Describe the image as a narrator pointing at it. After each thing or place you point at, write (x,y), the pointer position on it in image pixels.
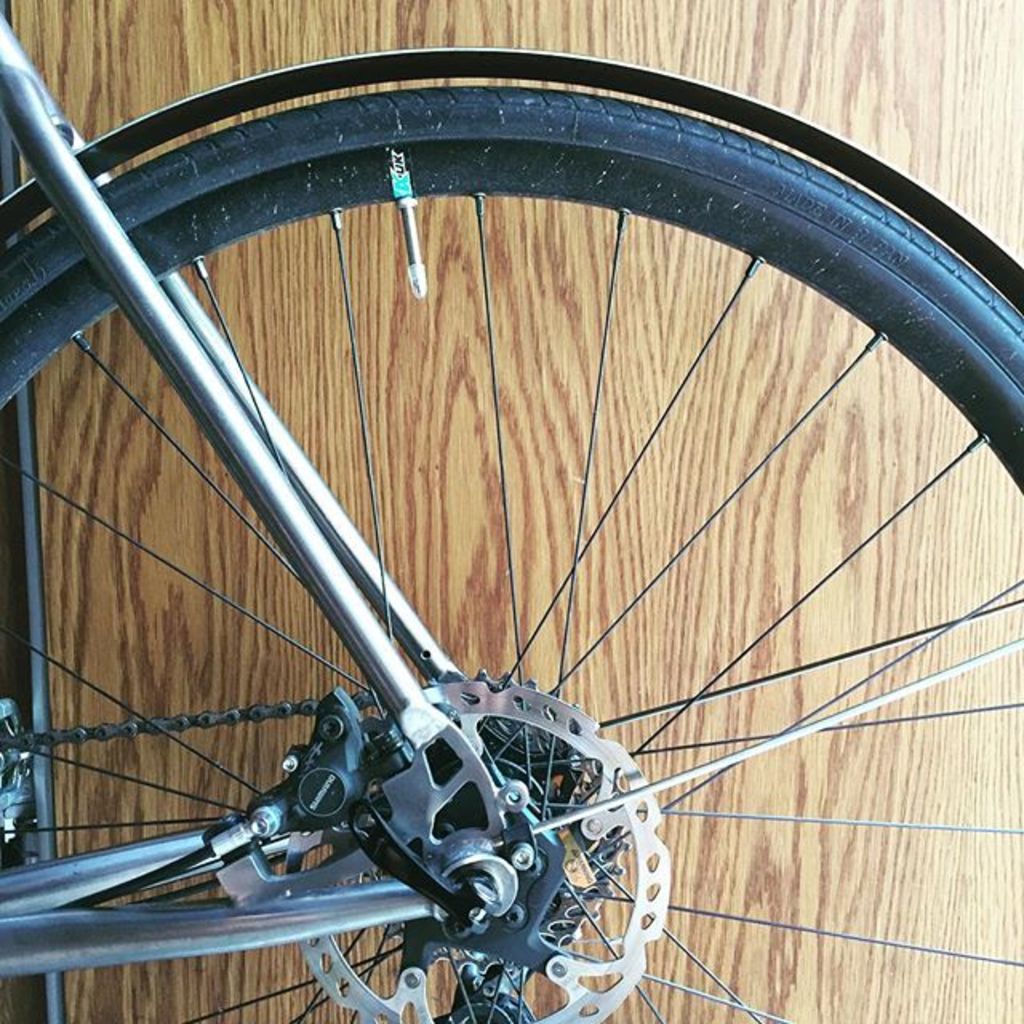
There is a wheel (190,465) of a bicycle (573,857) at the bottom of this image (609,868). We can see a wooden wall (562,408) in the background (524,408).
